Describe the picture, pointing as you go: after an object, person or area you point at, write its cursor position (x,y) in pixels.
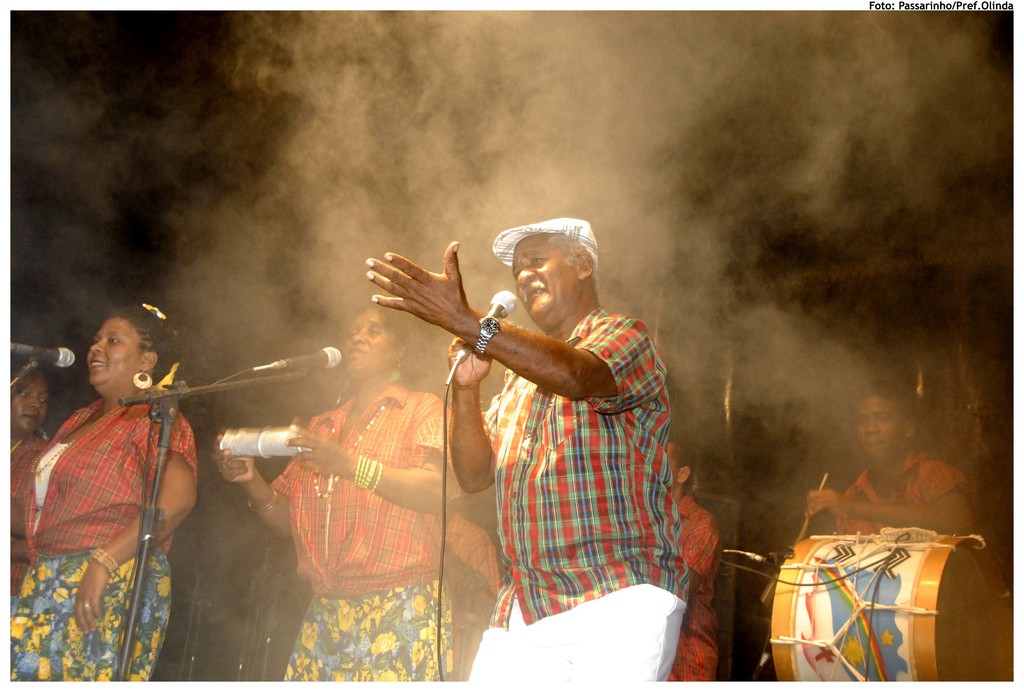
This picture describes about group of people (17,418) and they are all musicians (359,458). In the middle of the image (588,347) a man (602,399) is singing with the help of microphone (507,293). In the right side of the image (919,559) a man (888,441) is playing drum (886,608).
